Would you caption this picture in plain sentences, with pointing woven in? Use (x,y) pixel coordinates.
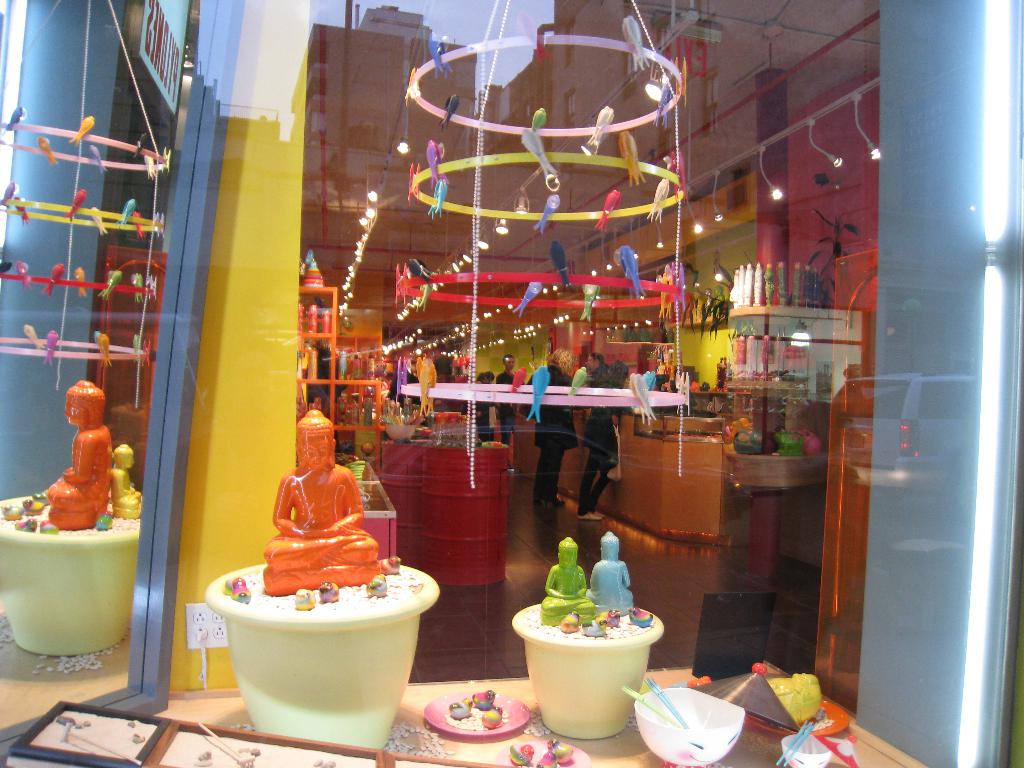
In this picture there are few toys (599,631) placed on flower pots (616,679) and there are few people (598,389) and some other objects (634,393) in the background (365,357).
